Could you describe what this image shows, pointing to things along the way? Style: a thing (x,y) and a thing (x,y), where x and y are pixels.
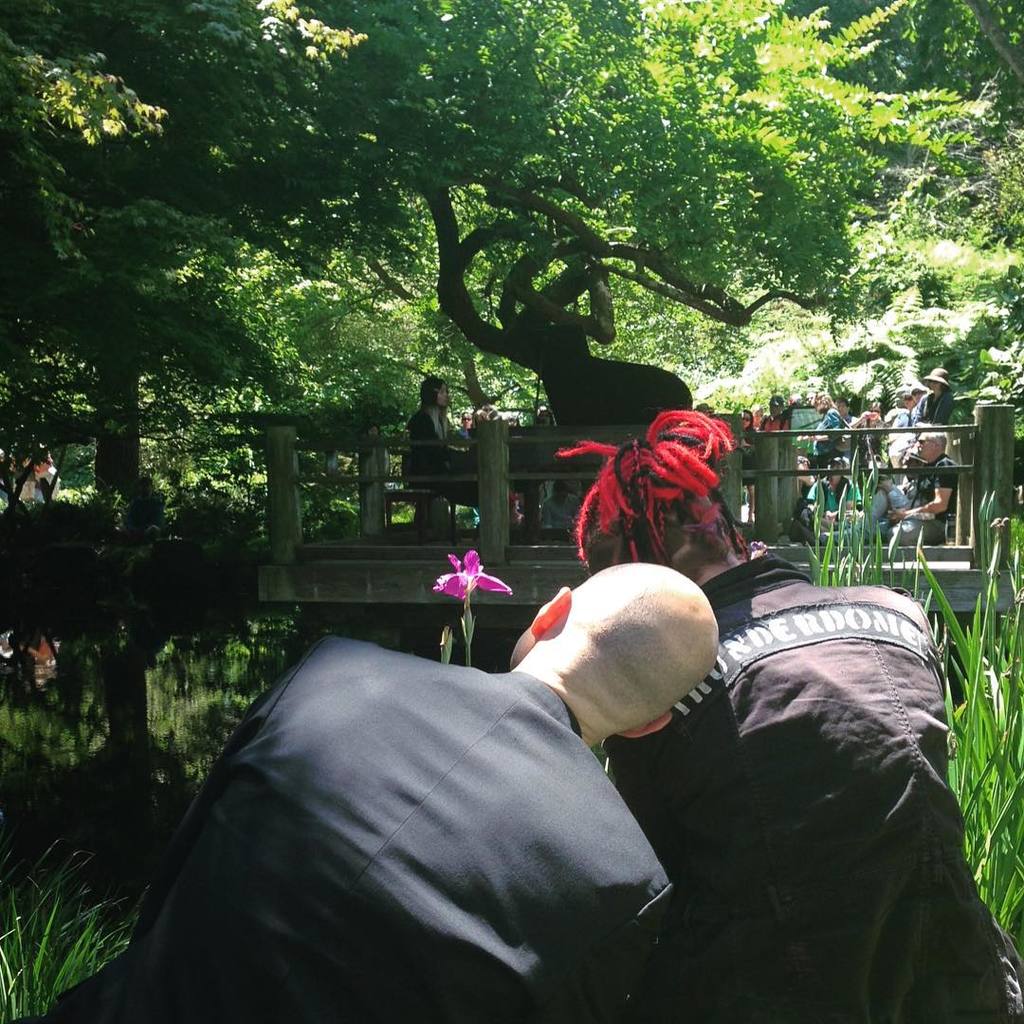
In this image we can see two persons (464,882). Near to them there is grass (43,876). Also there is water (123,638). In the back (309,569) there is a bridge (727,494) with railings (727,494). And there are people (436,407). In the background (651,147) there are trees (419,200).
